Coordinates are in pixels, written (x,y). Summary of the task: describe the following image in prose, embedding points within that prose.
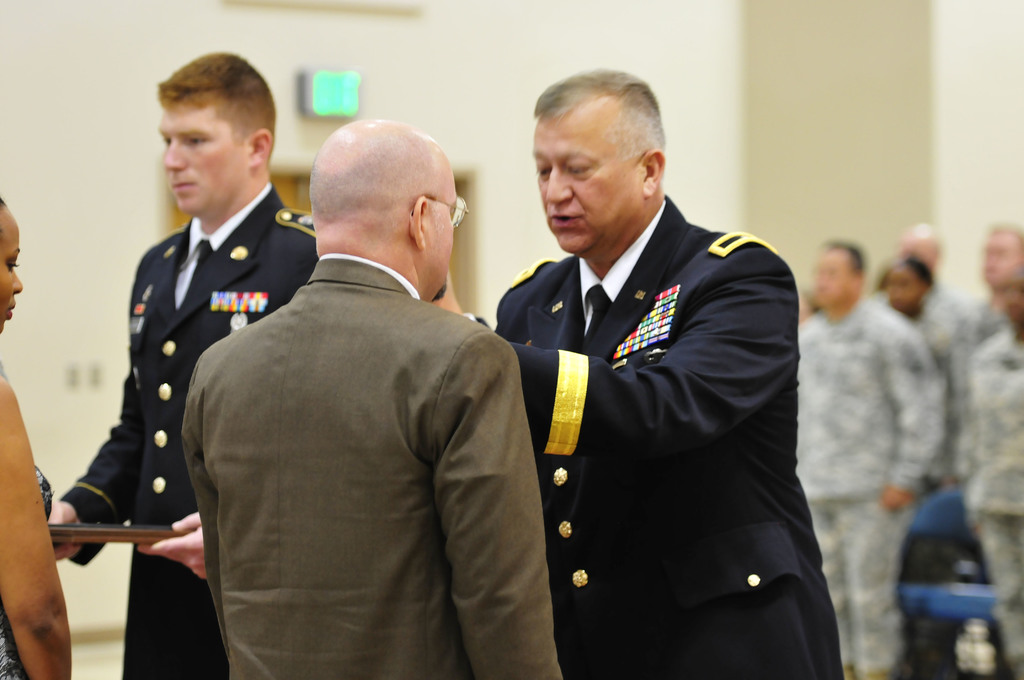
In this image there is a man (228,376) and a woman (36,525) receiving an honor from the officers (543,349), behind them there are a few other army personnel (837,303) standing.
